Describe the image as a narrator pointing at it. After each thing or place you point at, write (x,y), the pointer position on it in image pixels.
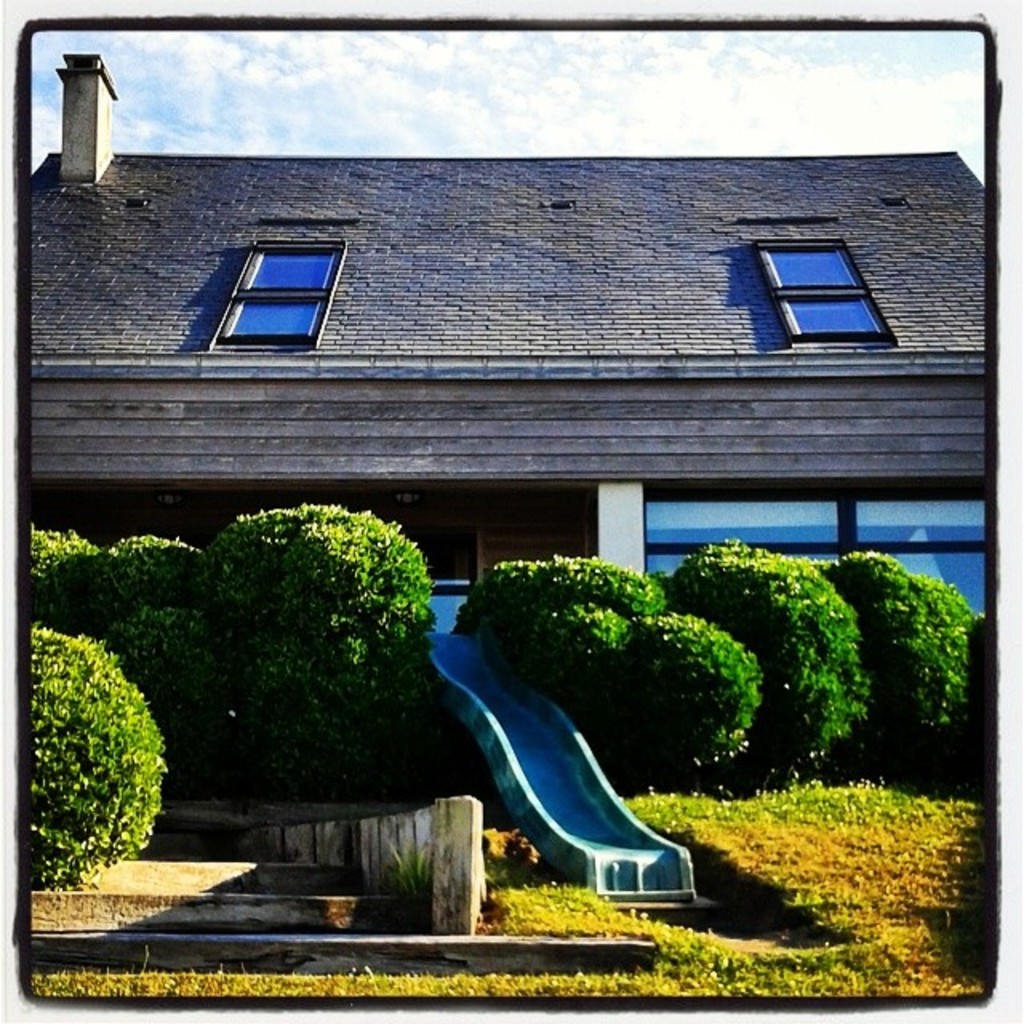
In this picture we can see some plants (530,682) at the bottom (602,691), on the left side (210,938) there are stairs (219,939), we can see a slider (595,824) in the middle (487,645), in the background (725,397) there is a house (569,367), we can see the sky (590,85) at the top of the picture (622,82).
